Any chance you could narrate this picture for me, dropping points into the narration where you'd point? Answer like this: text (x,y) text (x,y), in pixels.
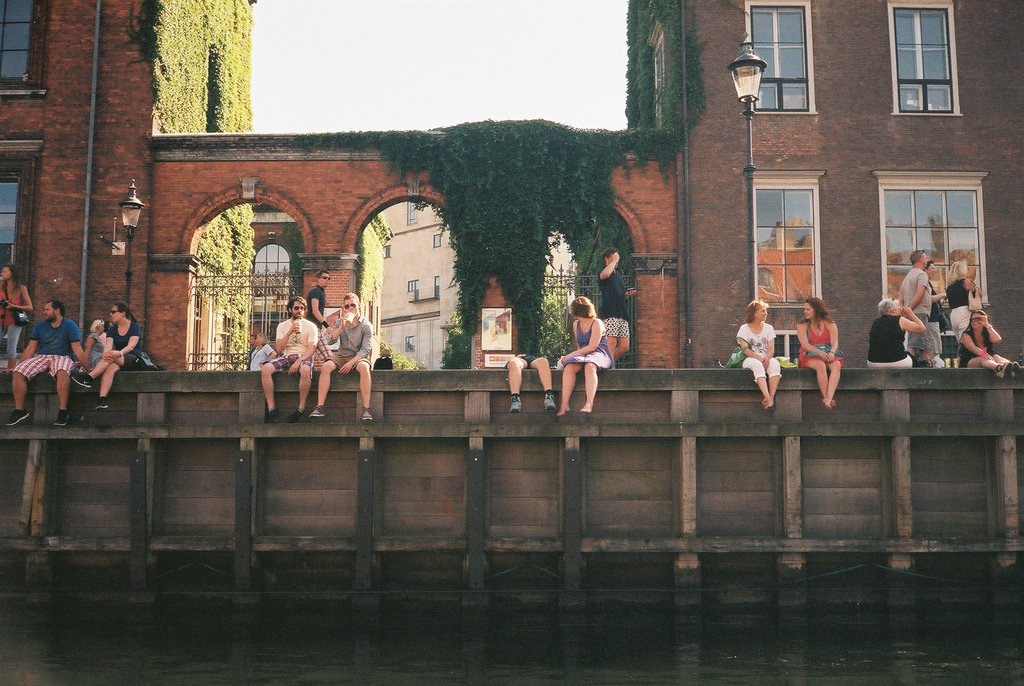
In this image we can see people (808,361) sitting on the wall (383,383) and some of them are holding disposable tumblers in their hands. In the background (143,141) there are buildings (720,228), street poles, street lights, persons (929,322) standing on the floor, gates (257,300), creepers (482,218) on the walls (707,162) and sky (492,96).
